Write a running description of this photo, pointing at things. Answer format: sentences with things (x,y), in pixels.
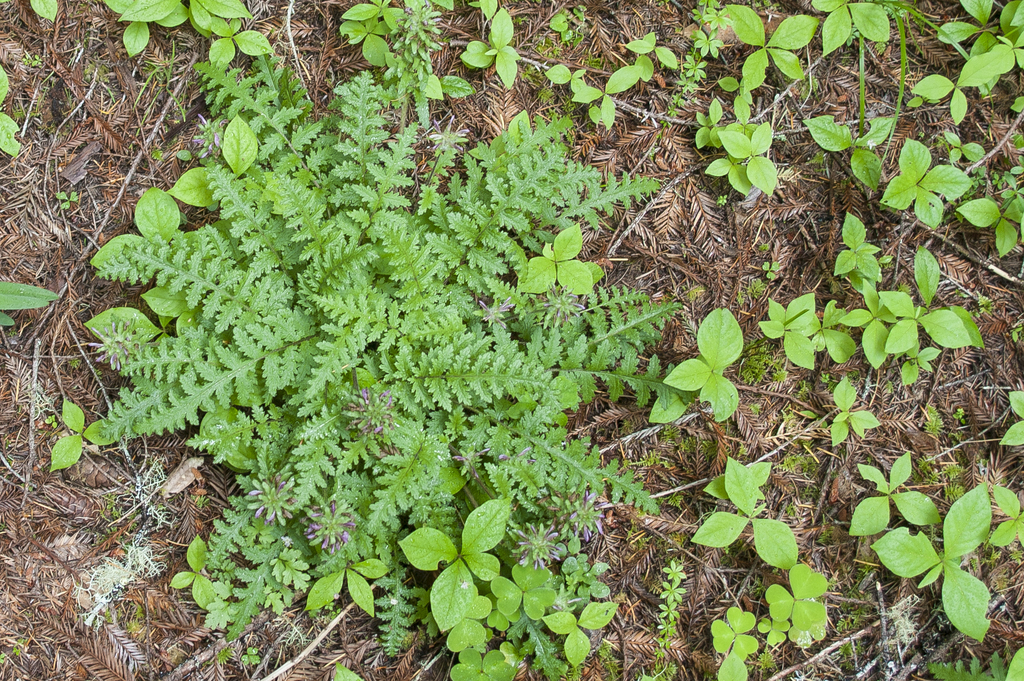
In this image we can see plants (439,336) and twigs (877,407) on the ground (877,407).
